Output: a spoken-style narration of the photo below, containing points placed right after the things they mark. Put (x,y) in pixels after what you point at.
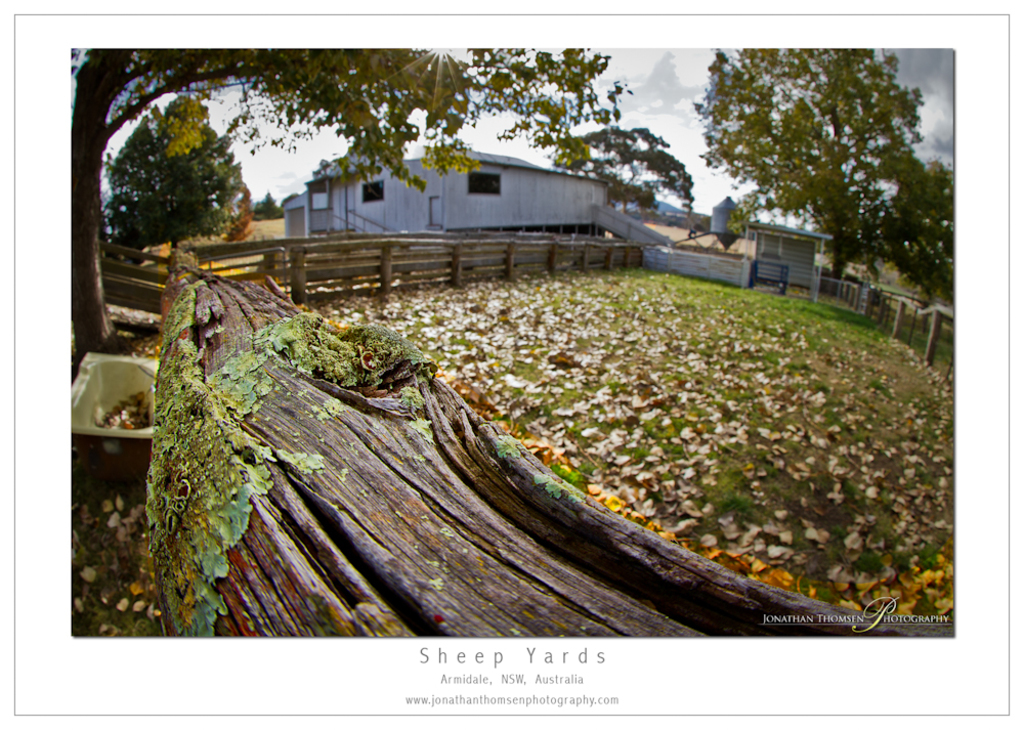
In this image there is wooden fence (271,253) around the ground (619,375). On the ground (533,352) there are dried leaves (474,343). In the background (85,298) there are trees (101,267), buildings (453,197).
